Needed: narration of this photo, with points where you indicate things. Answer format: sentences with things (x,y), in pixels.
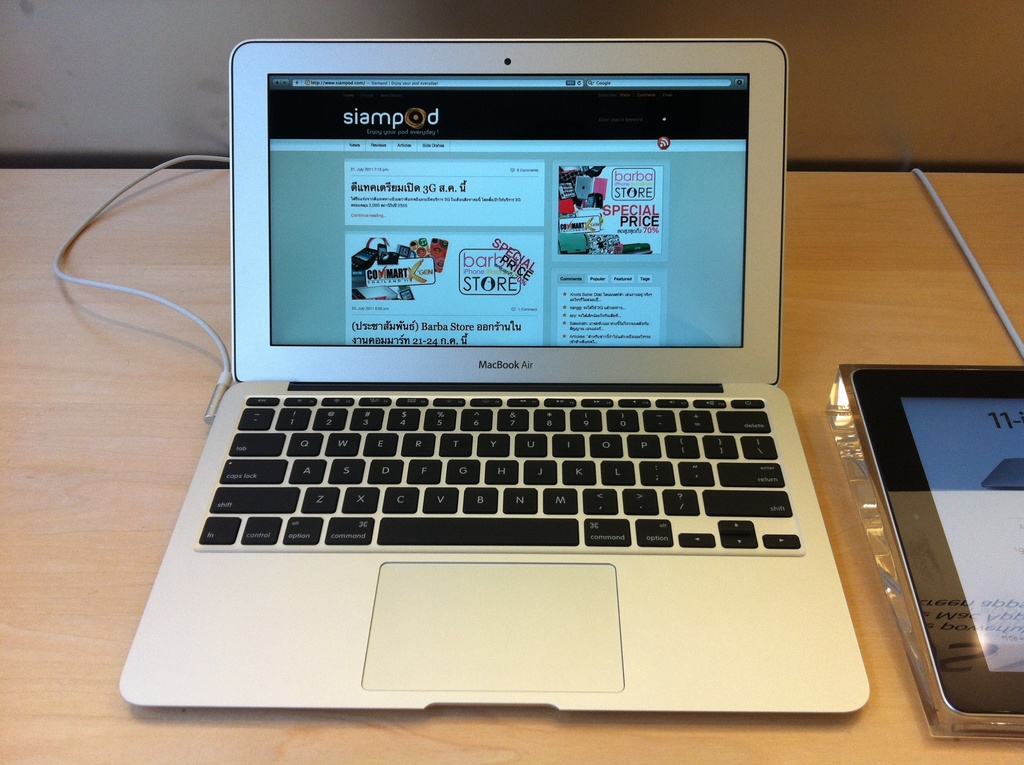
Here I can see a laptop (651,441) and a device (950,439) are placed on a table (86,430). On the laptop screen (432,215) there is some text (382,197) and few cartoon images (578,187).
